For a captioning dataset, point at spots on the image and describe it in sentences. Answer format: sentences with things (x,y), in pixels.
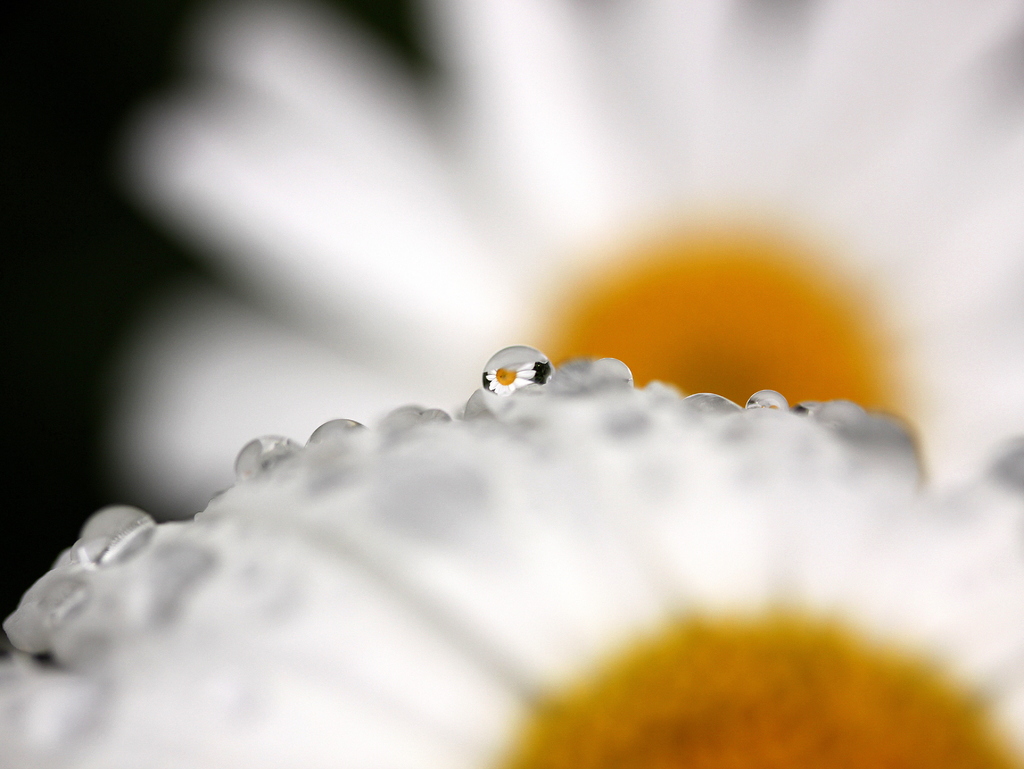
In this picture we can see two white color flowers (449,401) in the front (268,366), there is a blurry background (41,5).
